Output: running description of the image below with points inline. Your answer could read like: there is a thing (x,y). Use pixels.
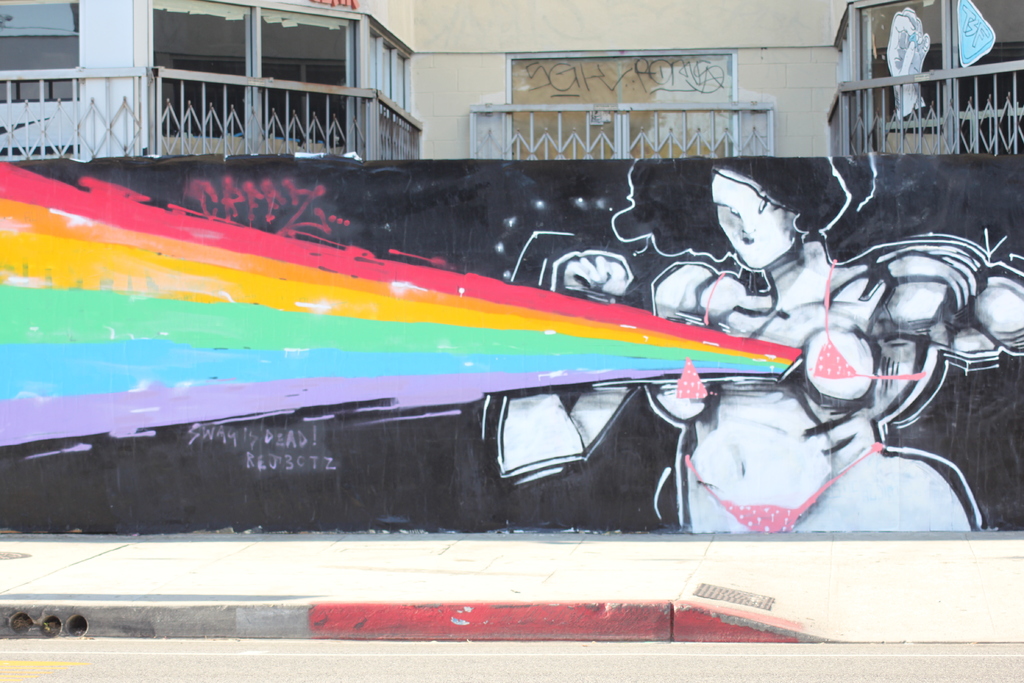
In the image in the center (618,339) there is a road (494,644) and wall (731,276). On the wall (625,310), we can see graffiti (537,371). In the background (442,78) there is a building (772,60), windows (221,45), posters (919,48), fences (976,93) etc.
